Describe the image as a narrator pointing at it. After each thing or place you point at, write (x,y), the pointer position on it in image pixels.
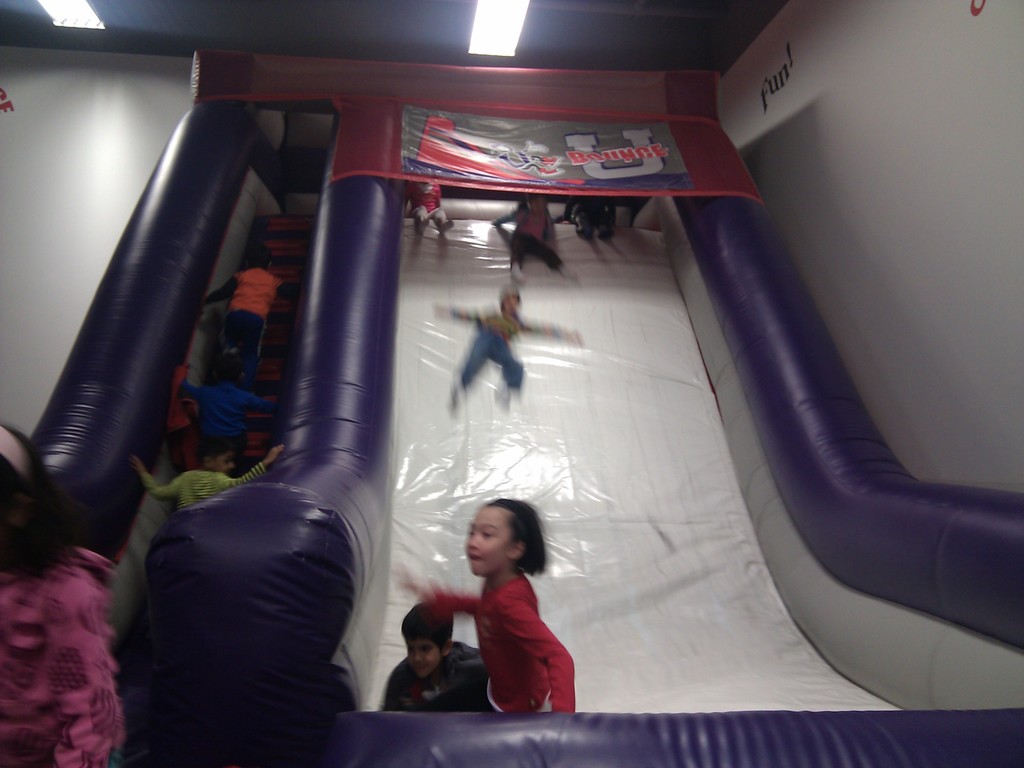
In this picture it looks like a slider (317,273) and there are group of people (516,318) on the slider (413,356). On the right side of the image (814,150) there is text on the wall (898,193). At the top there are lights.
